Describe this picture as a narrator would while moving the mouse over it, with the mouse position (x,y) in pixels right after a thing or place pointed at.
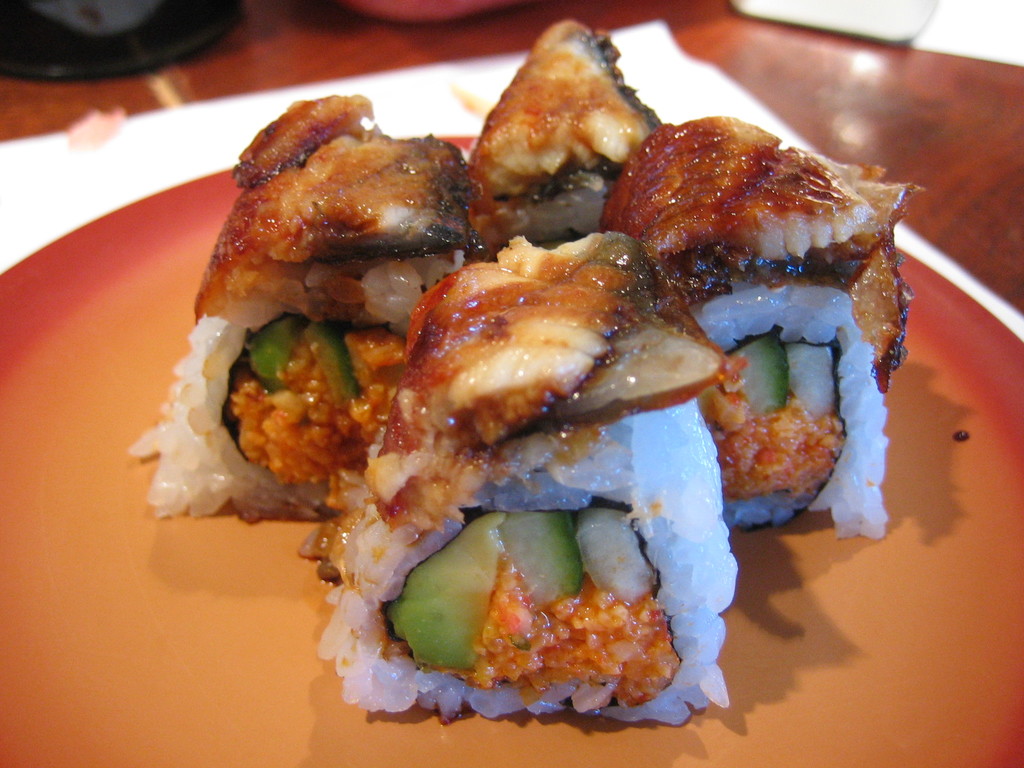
In the picture we can see a table (884,151) on it we can see a plate (825,547) with some sushi (505,536) in it.
